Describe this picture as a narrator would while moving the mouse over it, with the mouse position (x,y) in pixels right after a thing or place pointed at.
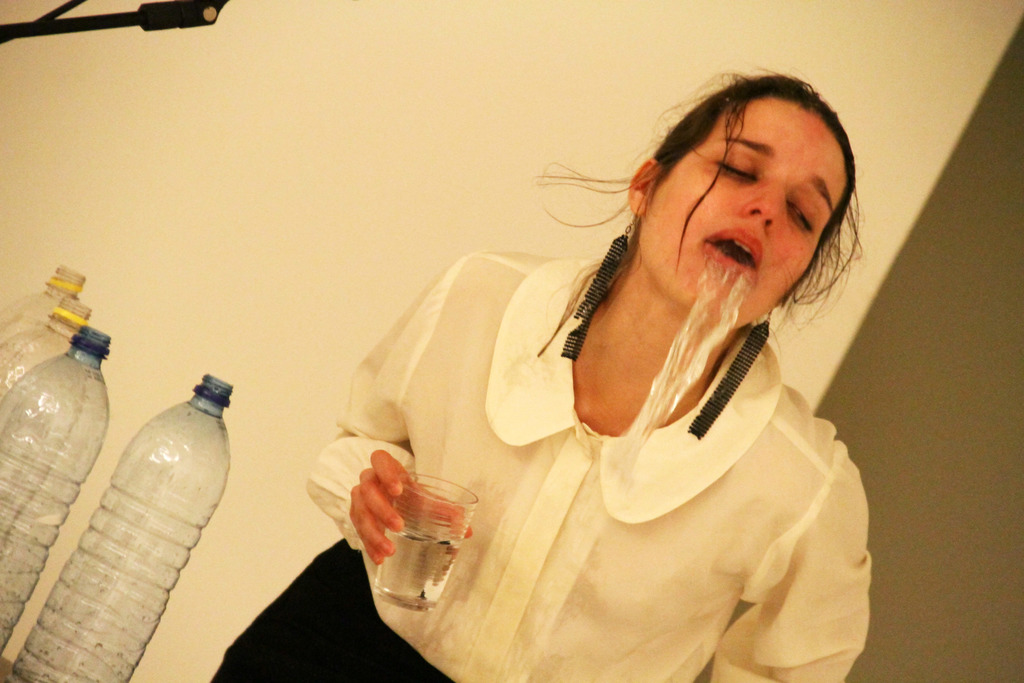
This person (406,436) standing and holding glass (455,559) and throw up water (659,387) and we can see bottles (208,449). Behind this person (734,184) we can see wall (445,101).
